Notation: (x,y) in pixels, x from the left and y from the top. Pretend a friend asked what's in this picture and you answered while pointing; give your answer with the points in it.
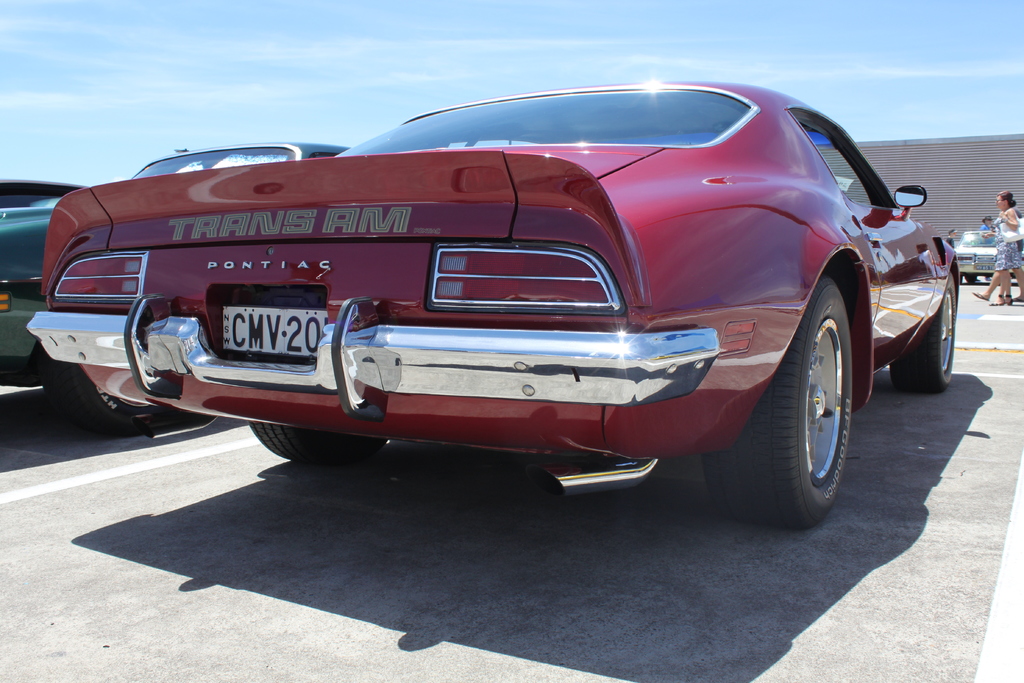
In this image I can see few cars (827,286) and few people (1002,257) are walking. The sky (889,82) is in blue and white color.
